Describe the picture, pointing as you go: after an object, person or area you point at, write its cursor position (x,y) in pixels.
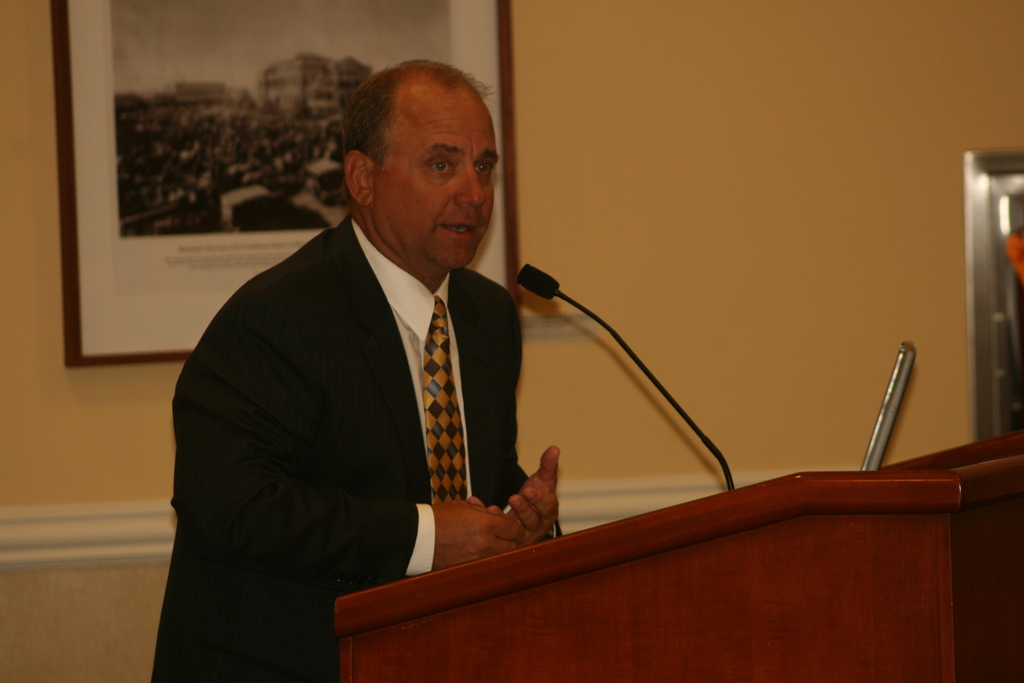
This image consists of a man (389,304) wearing suit (340,271). He is standing near the podium (356,634) and talking. In the background (842,435), there is a wall (546,179) along with a frame (436,53). He is also wearing a tie (431,460).
